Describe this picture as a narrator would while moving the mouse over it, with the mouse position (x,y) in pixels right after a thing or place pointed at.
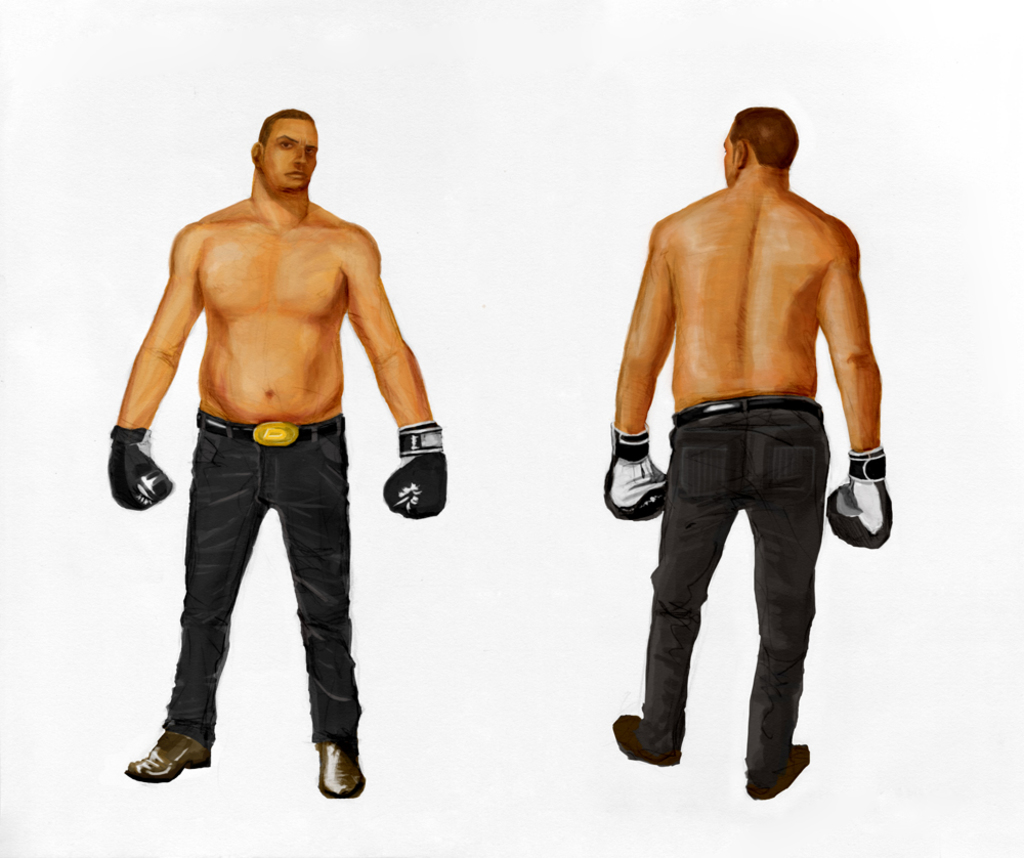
In the image we can see two men (248,486) standing, wearing shoes (337,762), gloves (642,486) and trouser (767,485).
